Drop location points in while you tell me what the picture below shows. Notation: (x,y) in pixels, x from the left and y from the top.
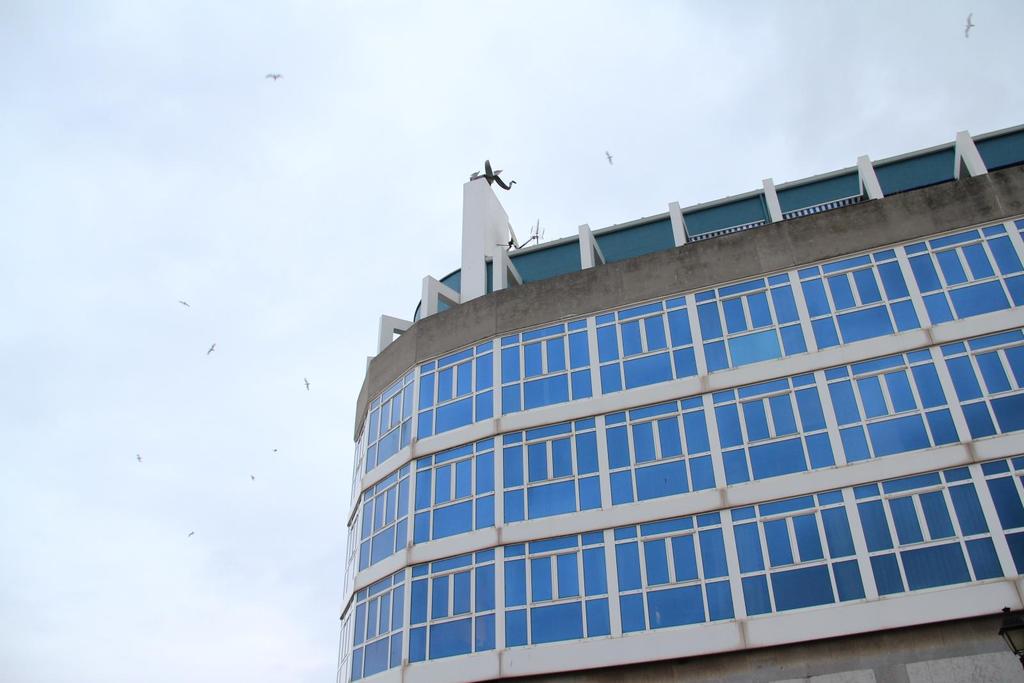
Towards right (774,265) we can see a building (587,370). On the left (232,280) and at the top (538,100) it is sky (278,329), in the sky (235,391) there are birds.
